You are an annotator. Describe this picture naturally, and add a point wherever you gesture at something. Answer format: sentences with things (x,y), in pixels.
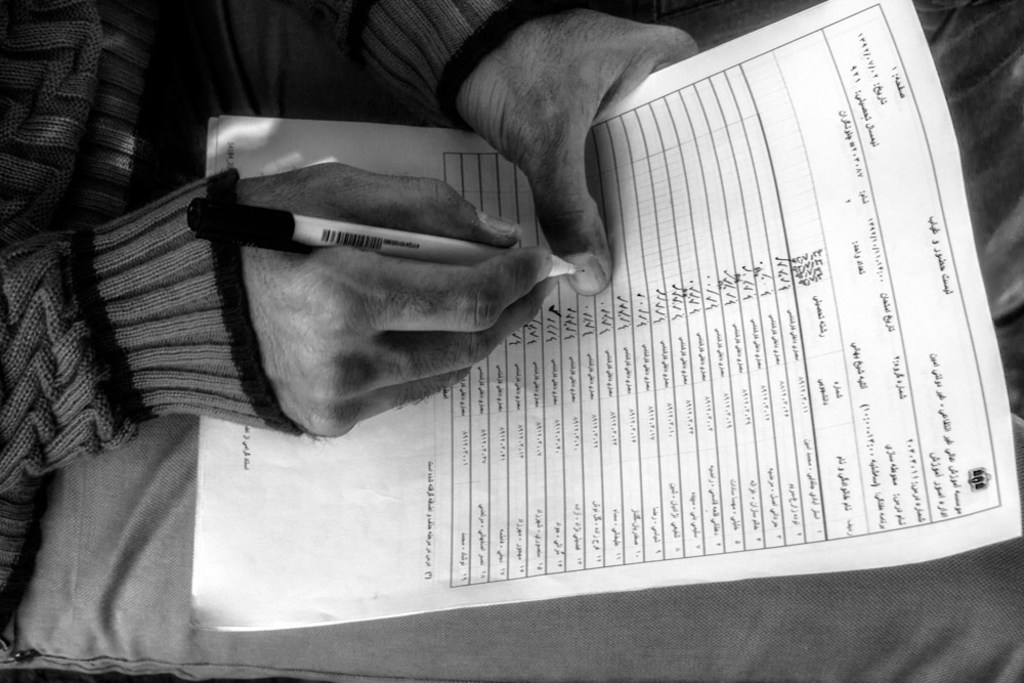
In this picture we can see a person (588,105) holding a white paper (639,98) and writing something on it with the pen (474,256).
